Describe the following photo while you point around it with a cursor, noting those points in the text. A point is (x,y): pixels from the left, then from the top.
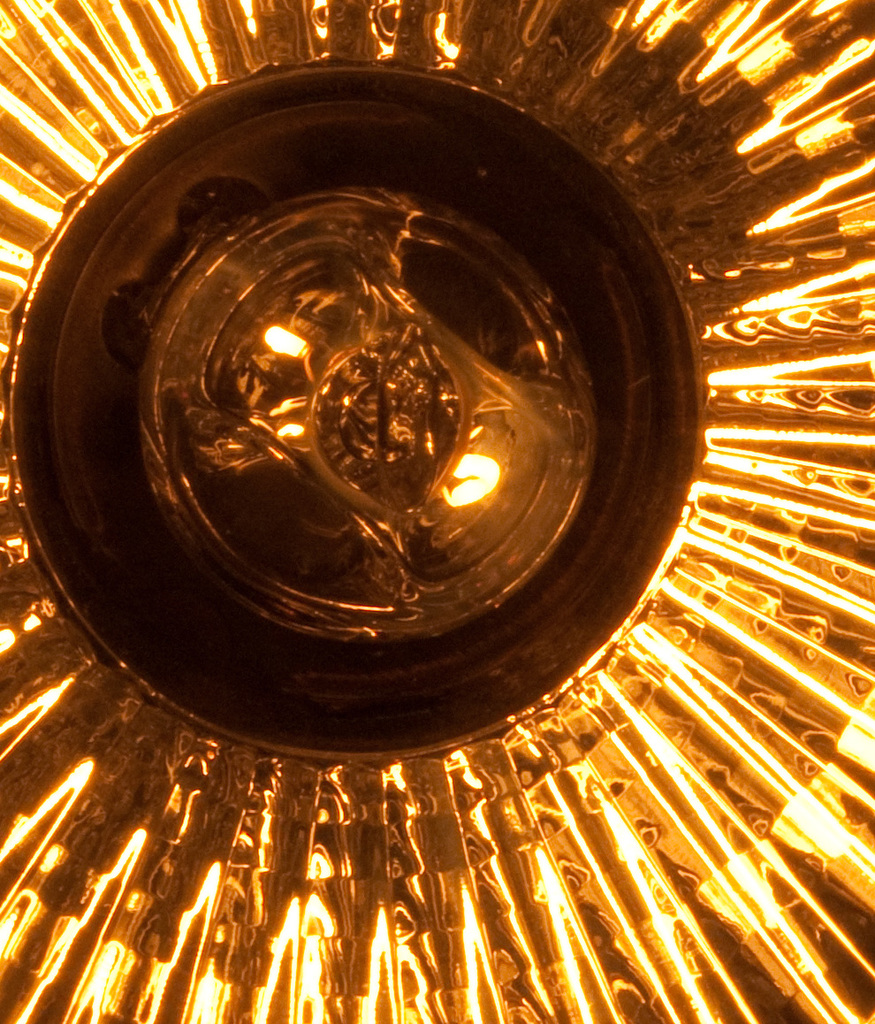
In this picture we can see lights (453,577).
